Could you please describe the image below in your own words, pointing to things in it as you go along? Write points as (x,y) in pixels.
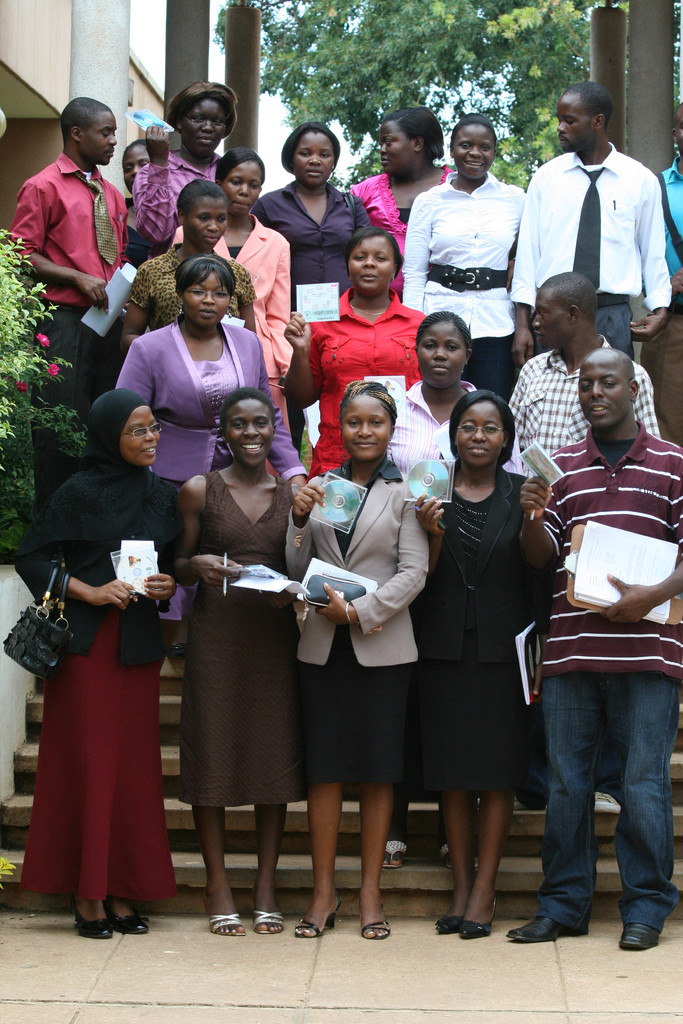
There are many people (299,392) standing on steps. Some are holding CD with packets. Lady (83,565) on the left (83,553) is holding a bag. Man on the right side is holding a writing pad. On the left side (35,358) there is a flowering plant (32,348). In the back (351,97) there are trees (395,86) and pillars (634,146).
